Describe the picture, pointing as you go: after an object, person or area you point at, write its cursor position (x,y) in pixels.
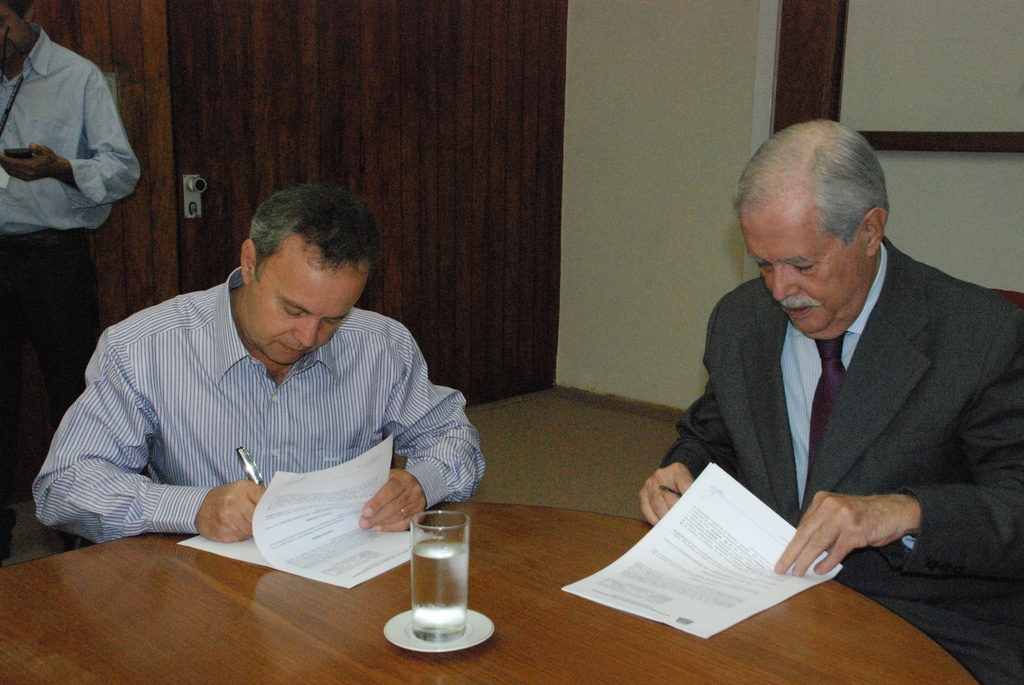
In this image we can see three people (337,374), among them two people (739,362) are sitting in front of the table (497,524) and holding pens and the other person (110,167) is standing and holding a mobile phone (9,153), on the table (515,576), we can see a water glass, saucer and papers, we can see the wall (851,95) and a door (216,189).
